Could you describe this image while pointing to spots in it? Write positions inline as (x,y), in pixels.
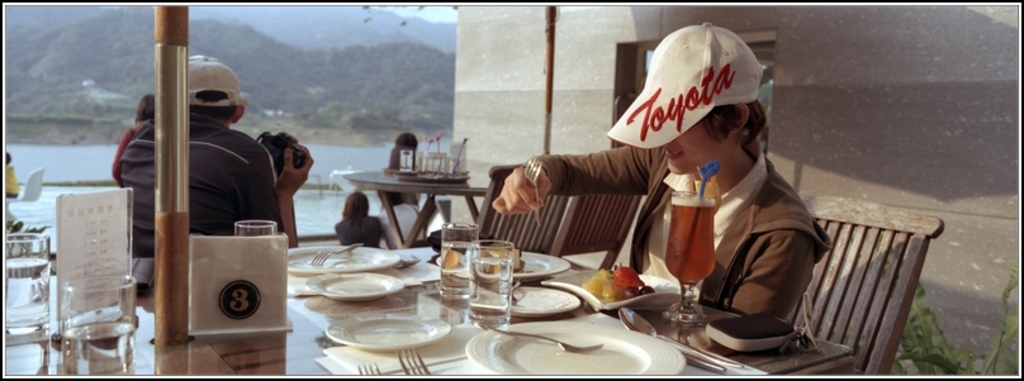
As we can see in the image there are trees (333,78), water (339,156), wall (924,117), few people (227,187) here and there, chairs (492,190) and tables (423,299). On table (414,288) there are plates (559,331), glass (484,277), tissues (228,271) and the man (216,149) who is sitting here is holding camera (298,153).
